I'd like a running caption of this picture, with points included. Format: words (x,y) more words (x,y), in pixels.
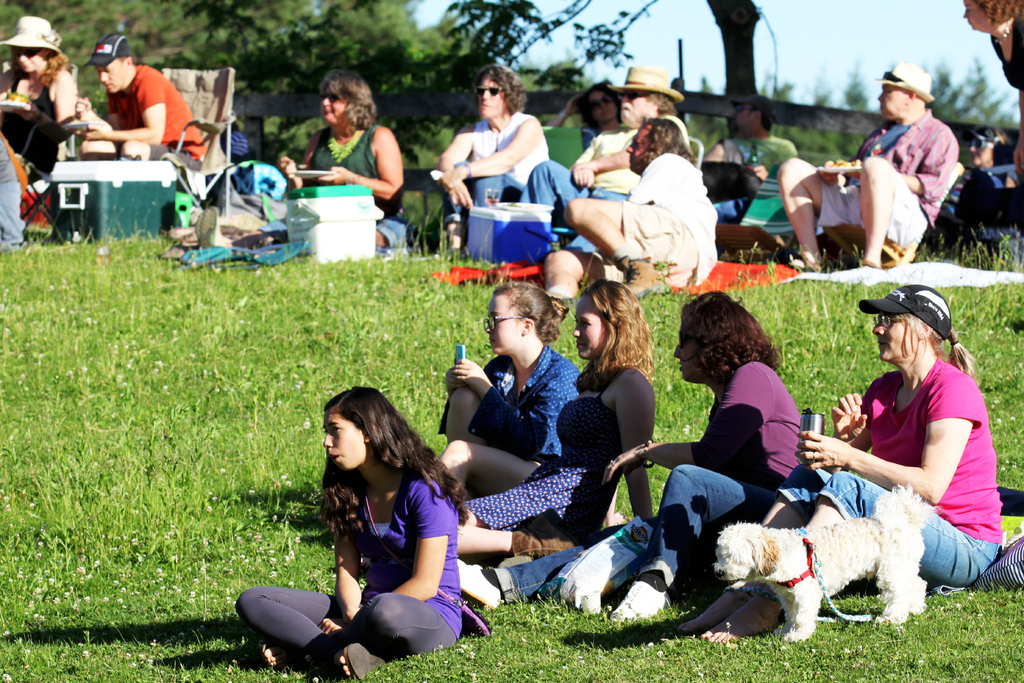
In this picture there are few women (617,449) sitting on a greenery ground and there is a dog (787,529) standing beside them and there are some people (363,123) sitting beside them where few among them are holding eatables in their hands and there are few trees (383,14) and some other objects (259,108) in the background (412,29).
